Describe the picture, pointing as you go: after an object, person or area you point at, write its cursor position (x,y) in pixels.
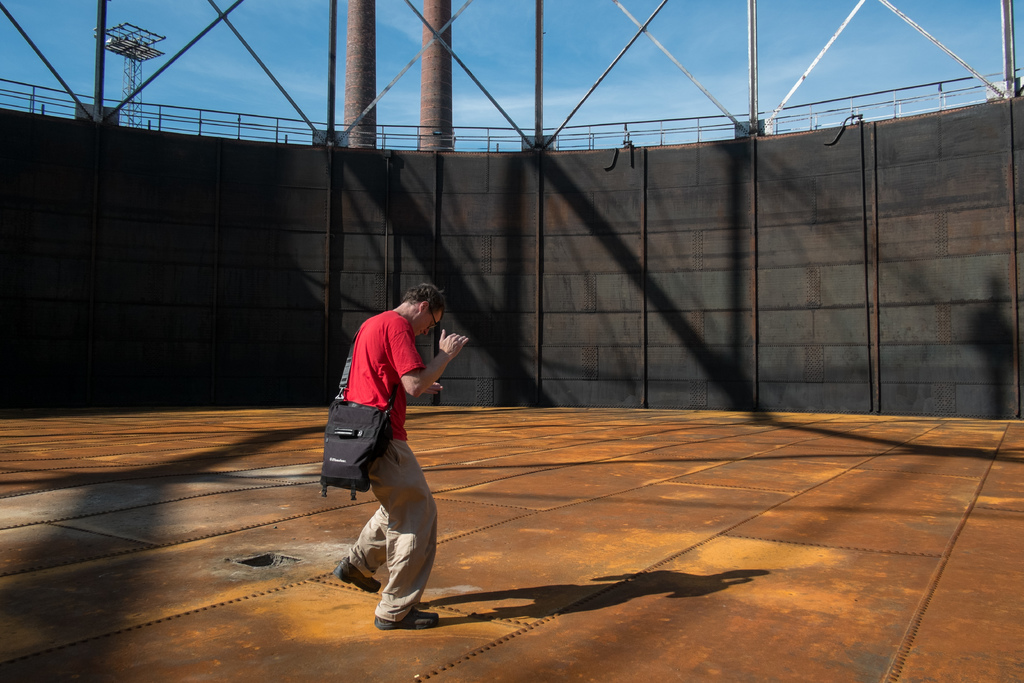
In this image we can see a man (422,594) standing on the floor (359,600) and wearing a bag (360,442) across his body (377,370). In the background (187,258) there are walls (206,232), grills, tower (367,124) and sky (577,62) with clouds (805,62).
